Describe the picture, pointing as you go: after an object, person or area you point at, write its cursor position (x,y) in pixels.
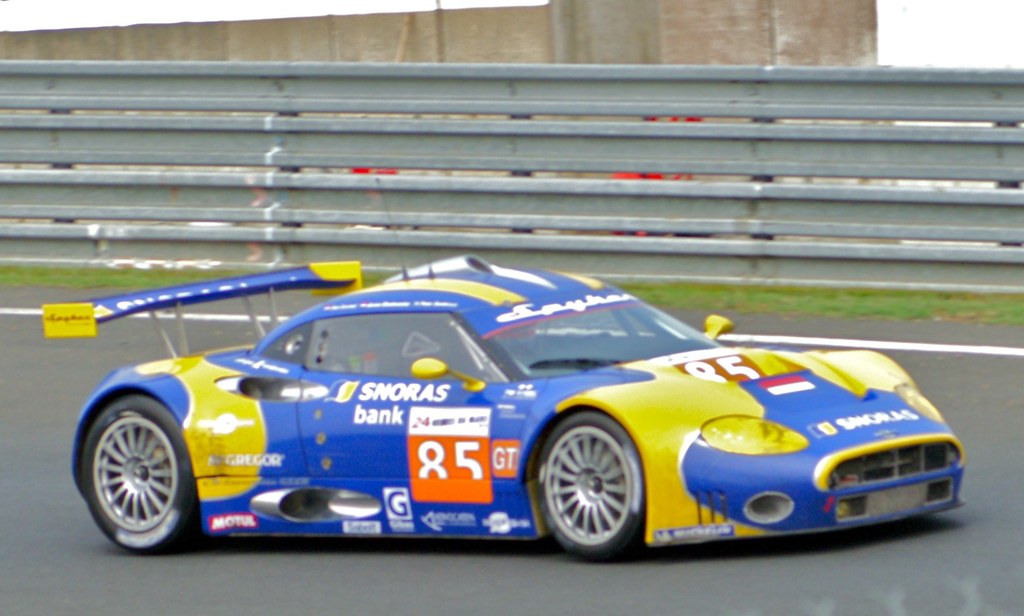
In this picture we can see a vehicle (611,549) on the road (449,568) and in the background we can see a fence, grass (1020,310) and some objects (1020,24).
